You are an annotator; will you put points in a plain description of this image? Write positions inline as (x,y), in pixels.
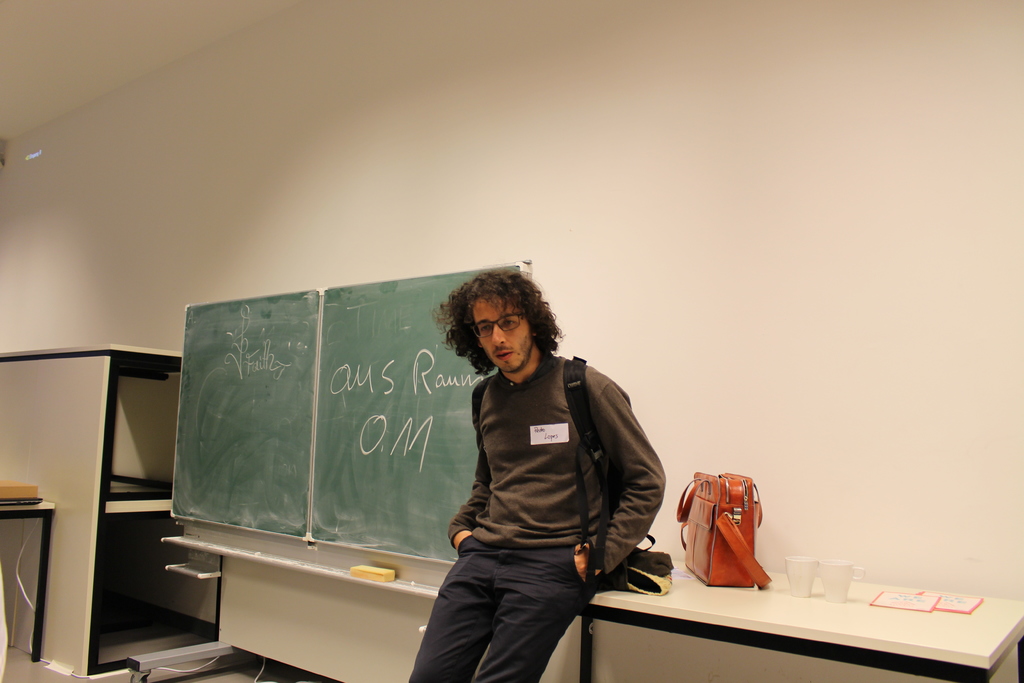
This person (521,507) standing and wear bag (609,464) and glasses (498,331). We can see table (690,593), furniture (66,436), boards (293,428), on the table (690,607) we can see glasses (837,589), paper (925,606), bag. Behind this person (506,356) we can see wall (367,87).
